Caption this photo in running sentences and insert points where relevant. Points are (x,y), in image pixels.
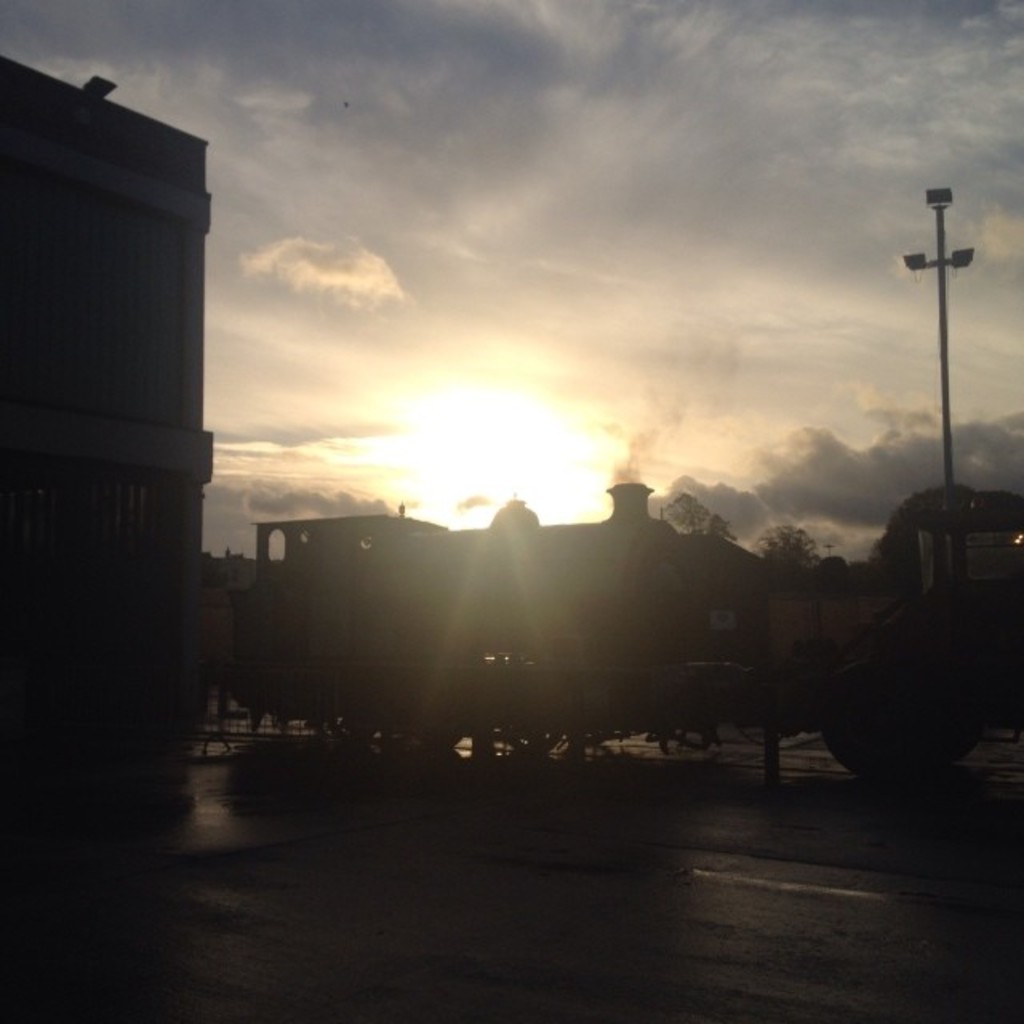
In this image in the center (391,560) there are vehicles (493,688) and in the background (953,396) there are buildings (145,408), trees (784,571) and the sky (606,281) is cloudy. On the right side (943,339) there is a pole (947,385).
